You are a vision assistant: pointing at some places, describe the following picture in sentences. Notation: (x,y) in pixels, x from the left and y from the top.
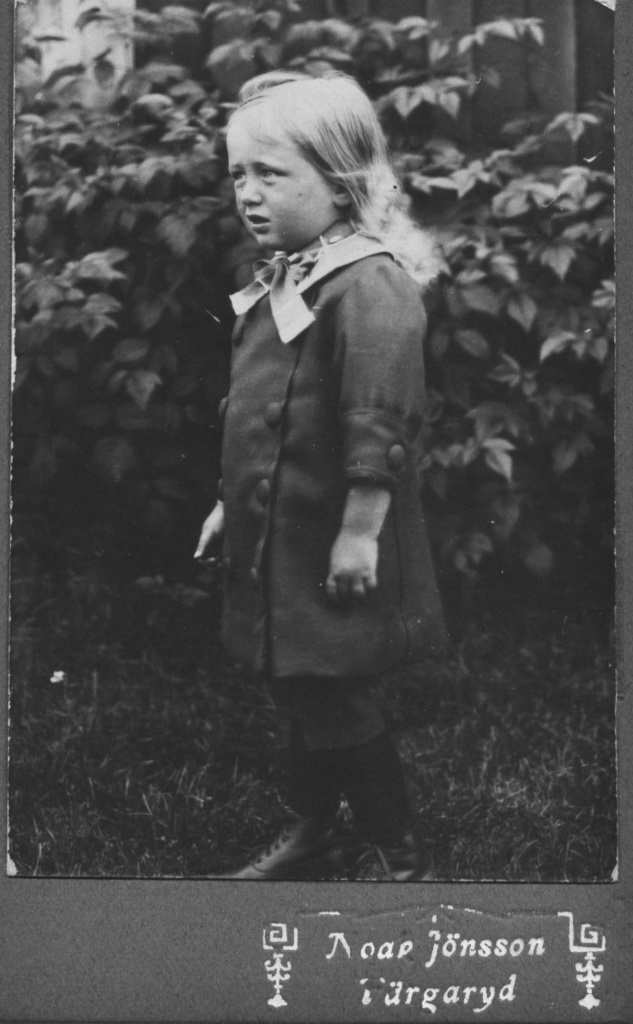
It is a black and white image, in this a girl (314,391) is standing, she wore dress (323,438) behind her there are plants (160,399).
